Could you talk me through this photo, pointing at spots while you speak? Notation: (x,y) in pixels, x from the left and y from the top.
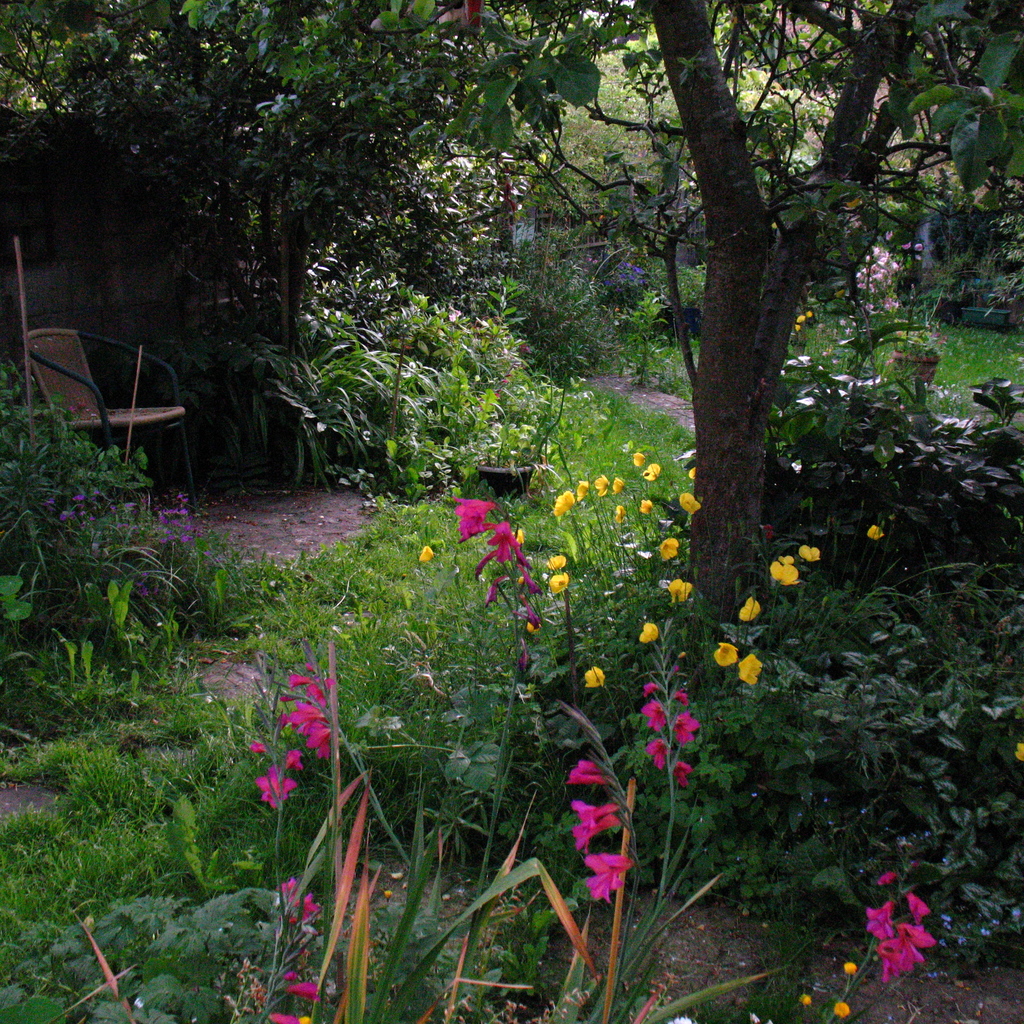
In this picture there is a tree (741,430), some plants (485,579) and flowers (730,652). There is a chair (84,400).
